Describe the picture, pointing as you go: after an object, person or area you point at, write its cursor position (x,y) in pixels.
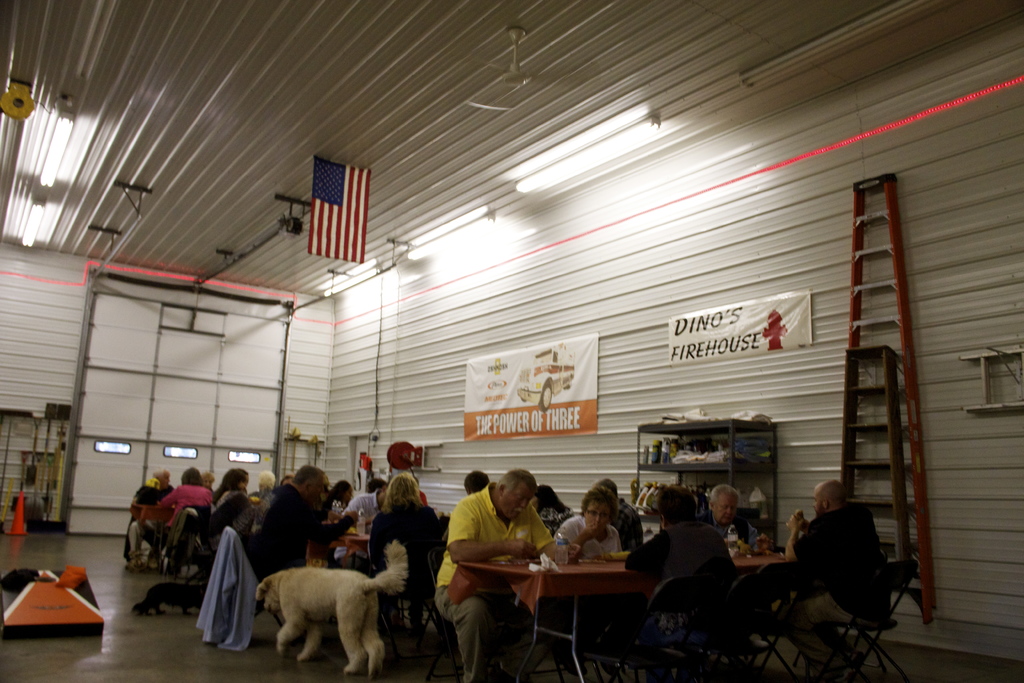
this picture shows a few people (349,512) seated and eating food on the table (573,612), and we see a dog (398,562) and a flag (326,239) hanging to the roof (433,158).
